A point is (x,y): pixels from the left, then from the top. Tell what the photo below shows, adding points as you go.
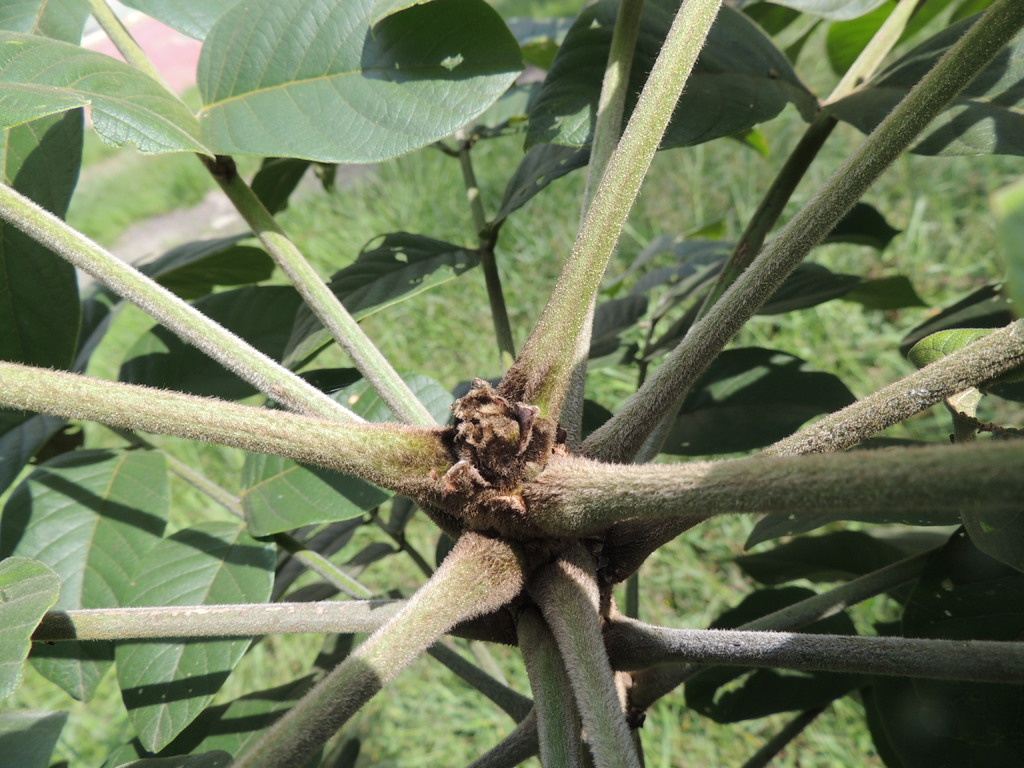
In this image we can see a plant (486,760) with leaves (1000,726) and we can see the grass (647,766) on the ground (455,767).
